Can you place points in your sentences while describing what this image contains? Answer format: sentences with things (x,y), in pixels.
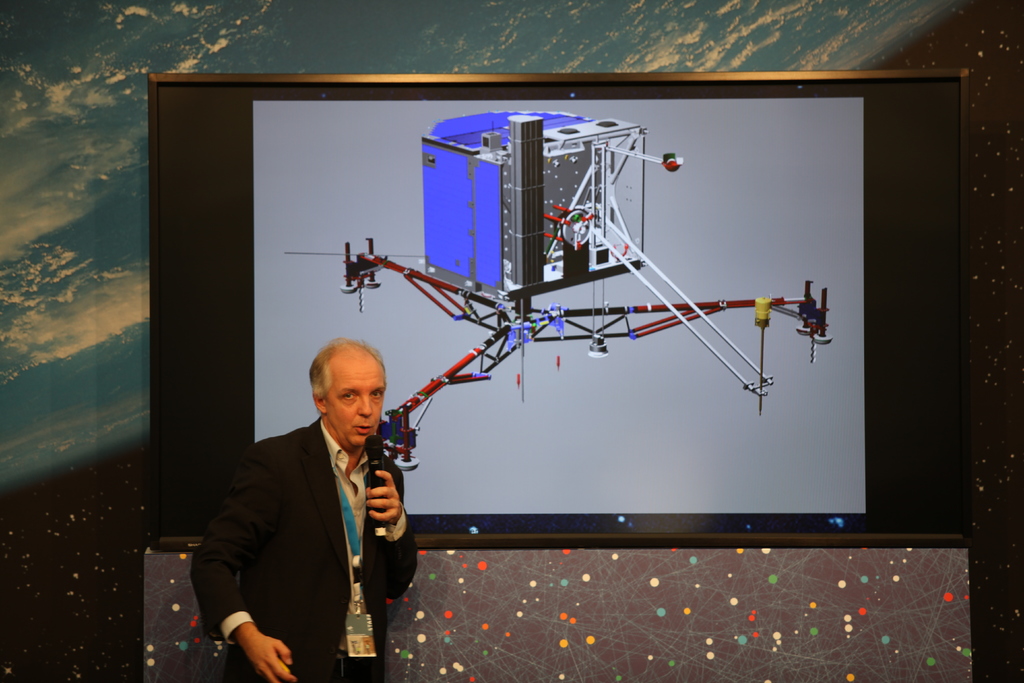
The man (296,496) in front of the picture wearing a white shirt (350,492) and black blazer (312,603) is holding a microphone (373,489) in his hand (384,516) and he is talking on the microphone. Behind him, we see a table (536,578) and behind that, we see a projector screen (511,299) which is displaying the robotic lander (532,236). In the background (489,46), it is blue in color and it looks like the sky (68,301) and the clouds (45,317).
